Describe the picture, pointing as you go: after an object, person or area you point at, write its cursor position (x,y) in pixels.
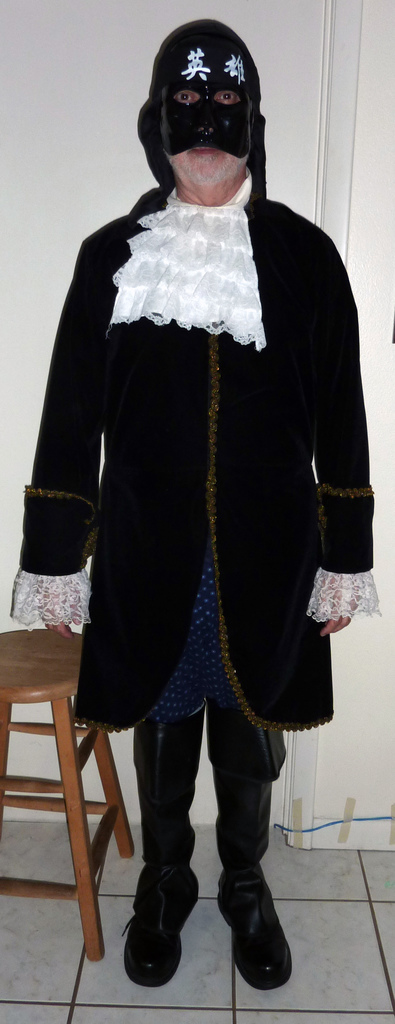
In this image I can see the person (192,503) wearing the white, black and blue color dress (183,483). To the left (64,707) I can see the brown color stool (70,818). In the background (71,152) I can see the white color wall (74,108) and I can see the person (51,452) wearing the mask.
